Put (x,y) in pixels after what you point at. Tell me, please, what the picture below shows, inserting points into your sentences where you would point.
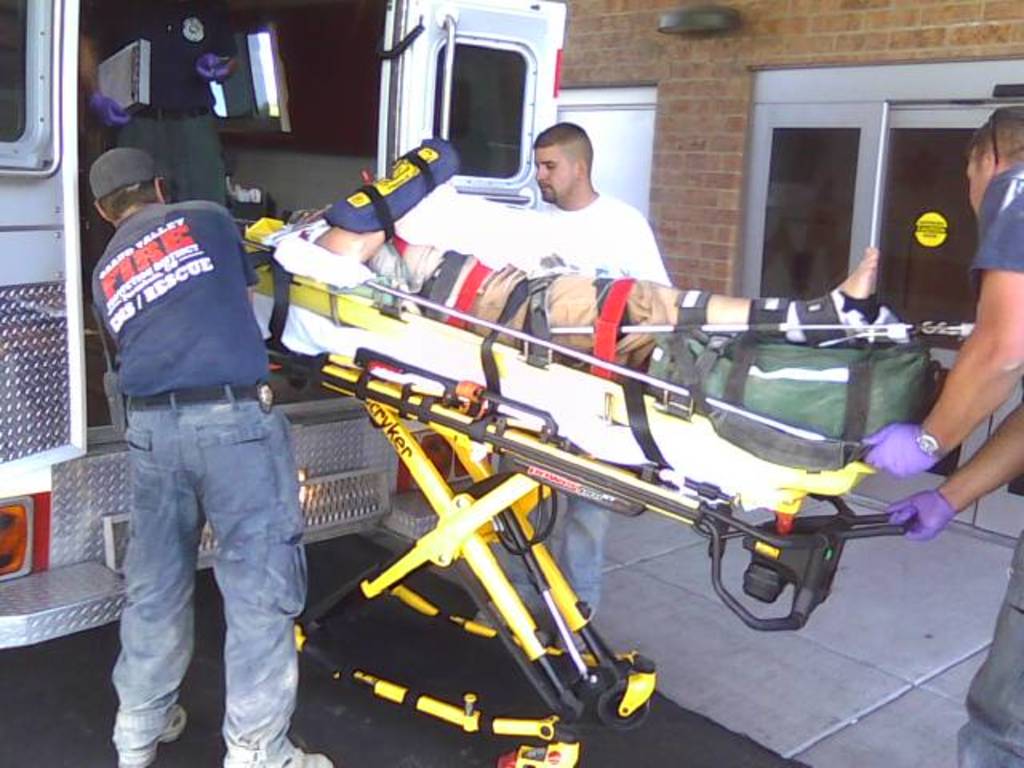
In this image I can see a person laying on bed (652,423) and I can see there are three person (1010,366) holding that bed (640,462) and I can see a person (172,48) visible in the van (336,70) on the left side (58,154), in the top right (816,56) I can see the wall (820,55) and I can see the window (782,204).
